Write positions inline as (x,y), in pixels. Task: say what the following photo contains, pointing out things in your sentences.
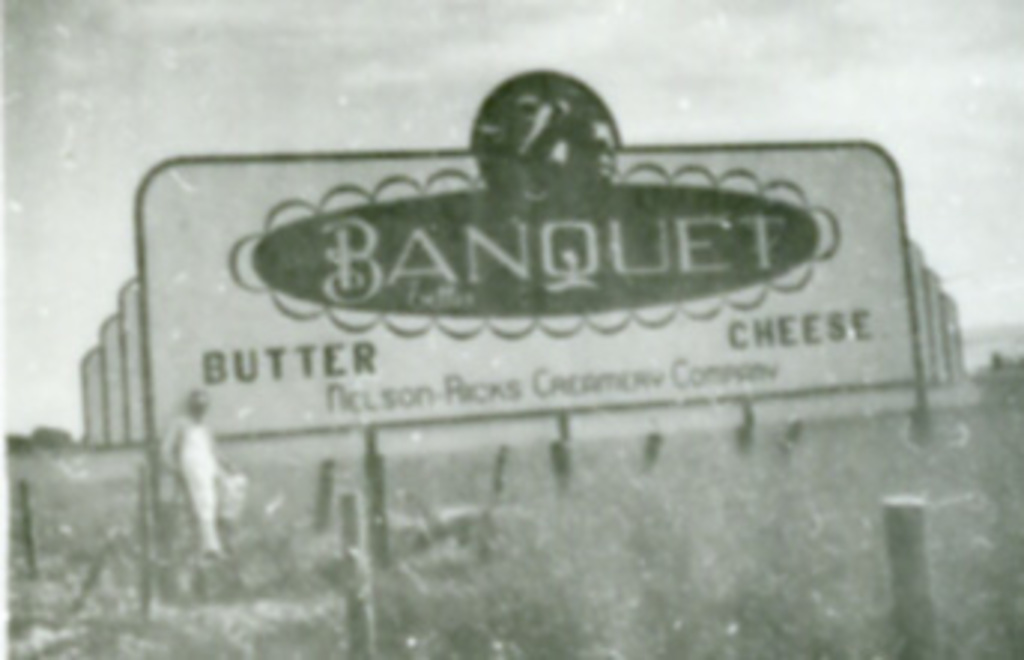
This picture is blur, we can see hoarding (452,338), person (189,466) and poles (345,515). In the background (928,166) we can see sky (395,96).
